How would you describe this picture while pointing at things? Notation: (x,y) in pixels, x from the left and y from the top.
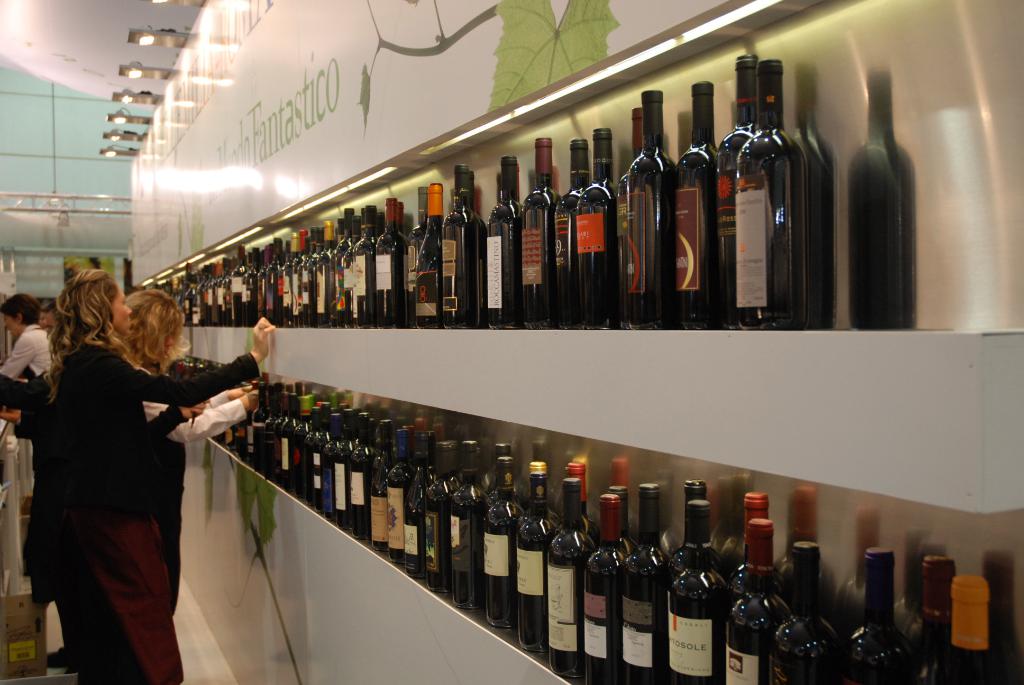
In this image we can see bottles (534,558) placed in the shelves (824,345). On the left (76,316) there are people (161,551). In the background (394,123) there is a board (238,119) and we can see lights (137,118).
